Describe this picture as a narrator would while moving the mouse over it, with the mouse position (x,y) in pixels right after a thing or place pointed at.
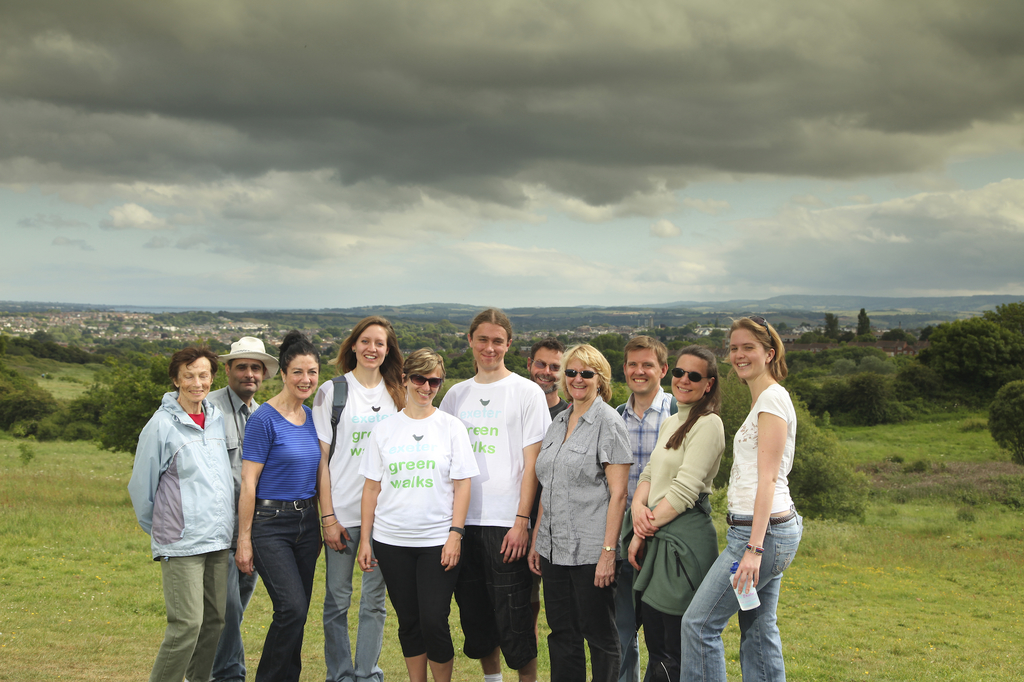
In this image we can see a group of people (712,615) standing. A lady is holding some object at the right side of the image (746,453). There is a grassy land (86,536) in the image. There are many trees (48,402) and plants (35,408) in the image. There is a blue and cloudy sky (623,276) in the image. There are few hills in the image.
